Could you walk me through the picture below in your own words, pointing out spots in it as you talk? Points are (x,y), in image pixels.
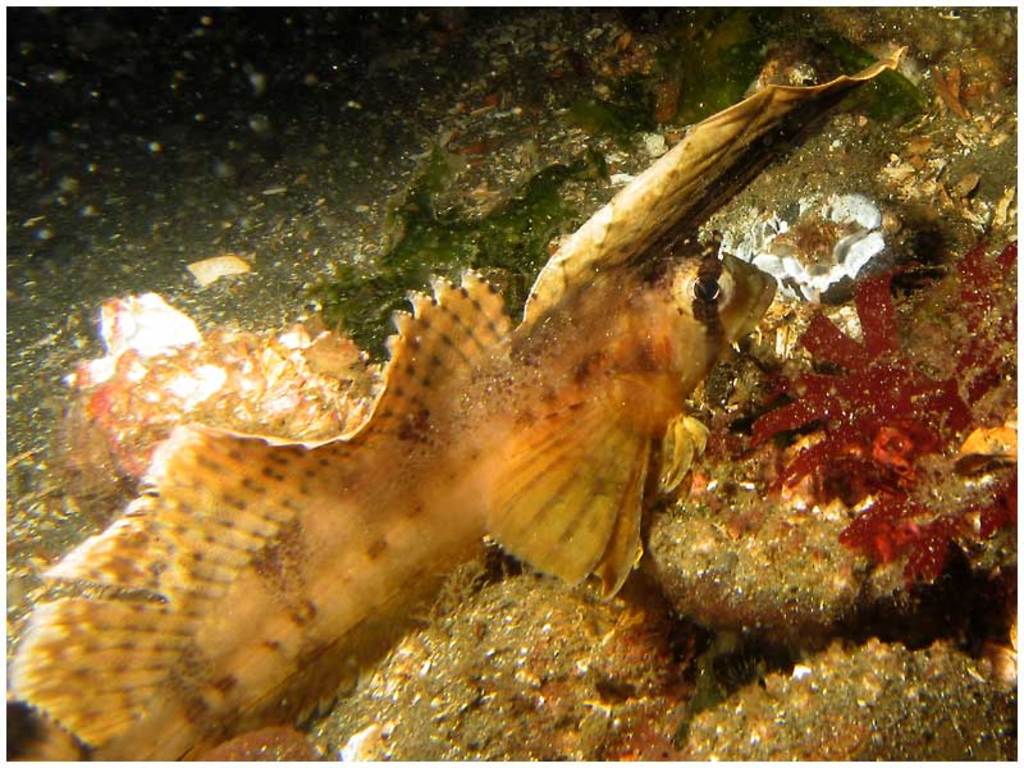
In this image there is a fish (477,490) and some other objects (462,110) in the water (453,162).
